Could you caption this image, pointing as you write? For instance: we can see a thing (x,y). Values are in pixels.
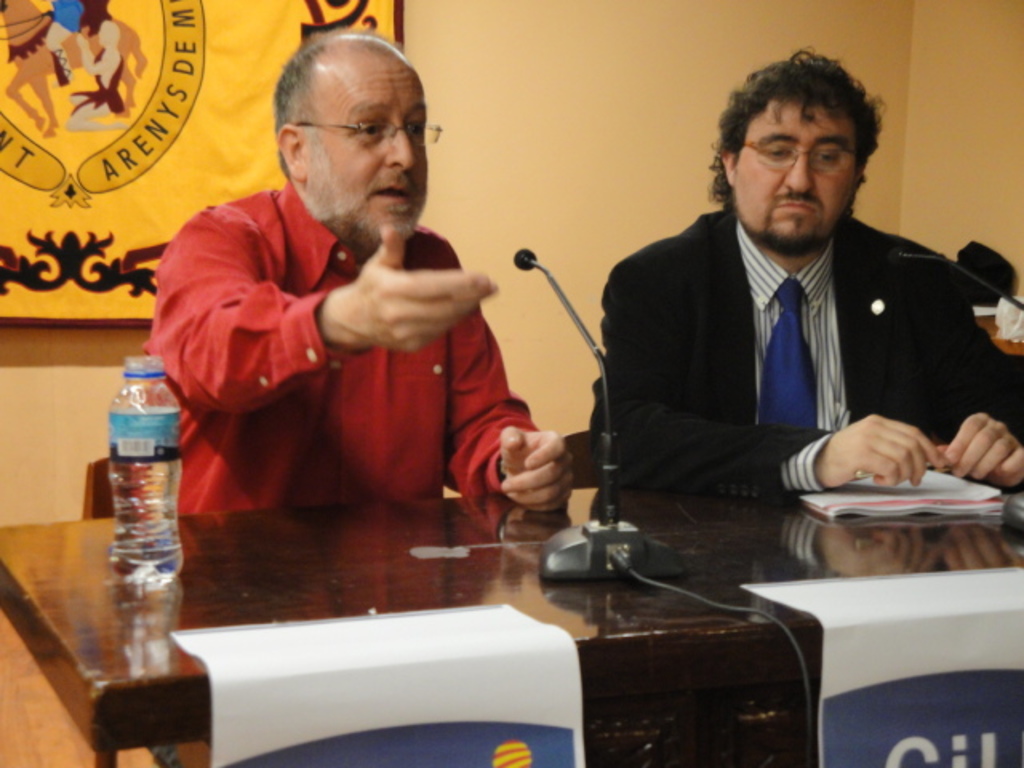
There is a person (380,259) in red color shirt (367,389), wearing a spectacle (413,135) and speaking. Beside him, there is another person (854,230) in black color suit (850,280), listening and sitting the chair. In front of them, there is a microphone (599,544), bottle (136,574) and posters (894,591) on the table (377,581). In the background (541,54), there is a yellow color wall (644,68) and a hoarding (143,68).
